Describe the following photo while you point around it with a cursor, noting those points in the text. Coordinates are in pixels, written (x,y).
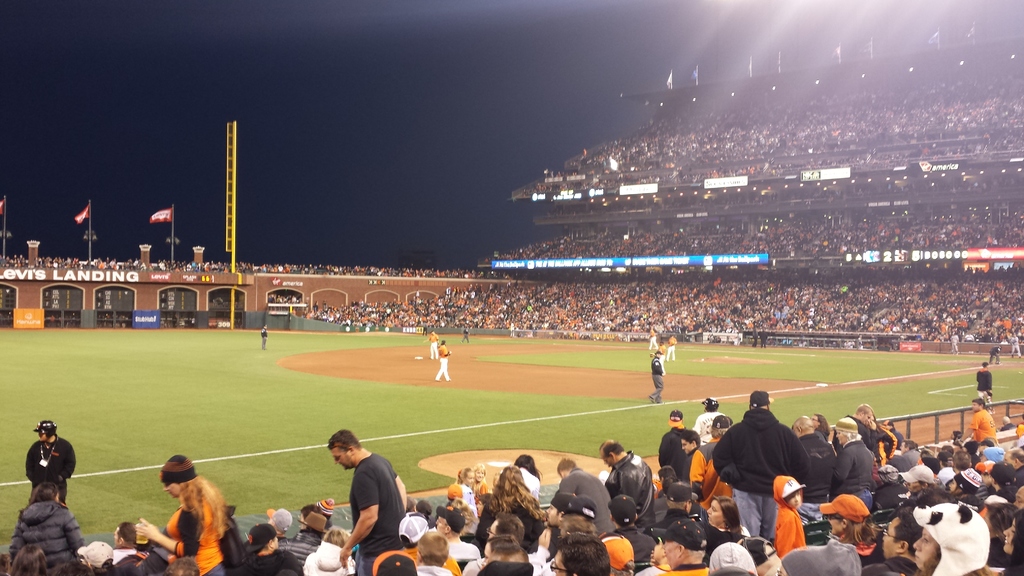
In this picture I can see a stadium (616,270) and few people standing on the ground (471,362). I can see audience (673,162) around, few flags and I can see sky (193,77).
